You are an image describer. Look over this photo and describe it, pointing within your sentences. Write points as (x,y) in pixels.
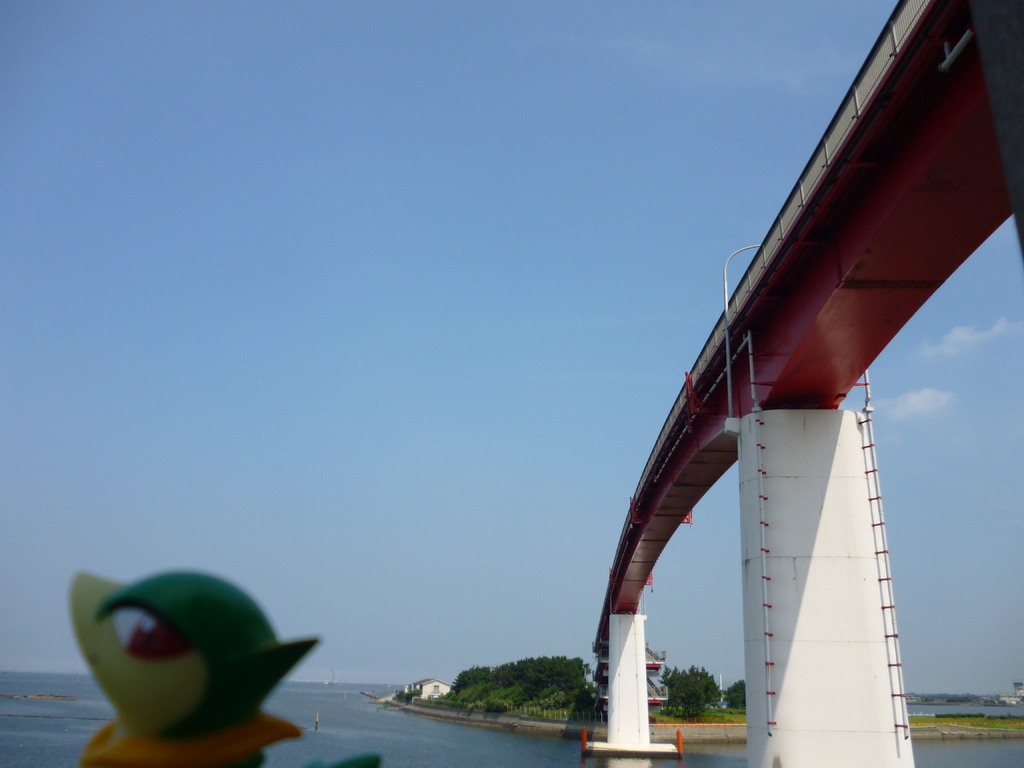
The bottom of the image (236,616) is slightly blurred, where we can see a toy (163,764) on the left side of the image (202,686). On the right side of the image (909,65) we can see a bridge (705,379), trees (585,706), houses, water (434,748) and the blue color sky (265,458) with clouds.
